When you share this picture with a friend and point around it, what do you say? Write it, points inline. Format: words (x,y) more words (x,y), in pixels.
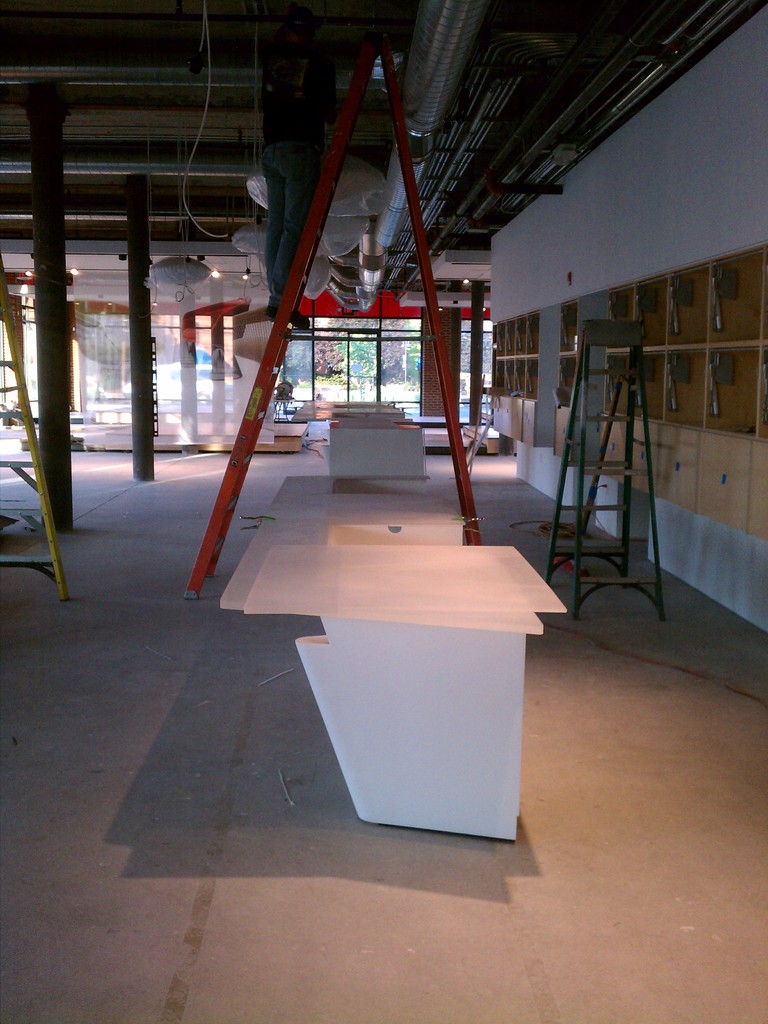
In this image there are tables (370,576) and ladders (220,528) are on the floor (212,682). Behind them there are few windows (374,369) from which few trees (339,359) are visible. There are few pillars (55,313).
